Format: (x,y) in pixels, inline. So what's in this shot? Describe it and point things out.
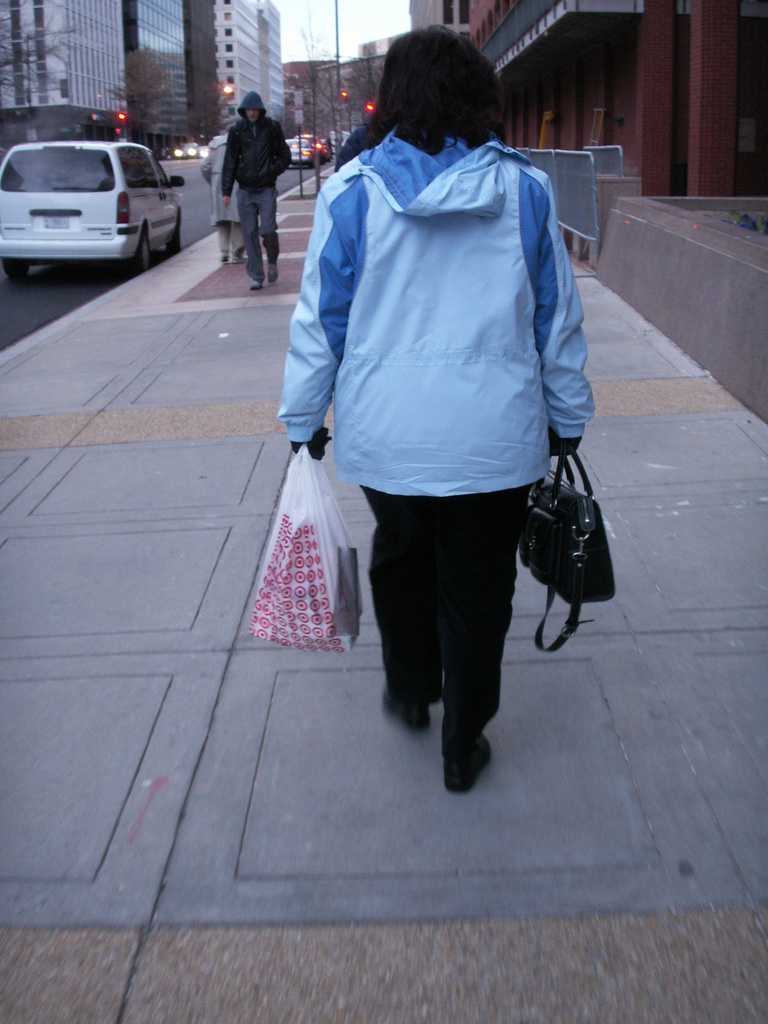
In this picture I can see the people (309,431) on the walkway (258,472). I can see the metal grill fence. I can see the vehicles (141,211) on the road (166,161). I can see traffic lights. I can see trees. I can see the buildings (181,115).
